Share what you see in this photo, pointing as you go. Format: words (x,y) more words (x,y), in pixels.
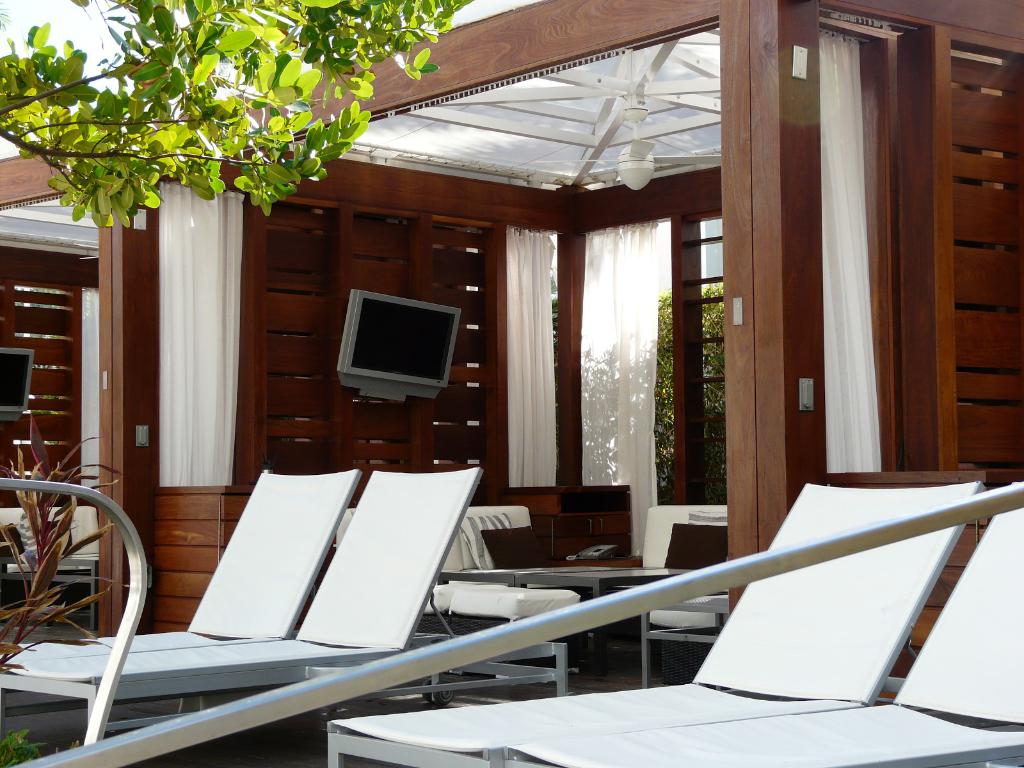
These are the rooms (304,353). I can see a television (390,357) attached to the wooden board (327,349). These are the curtains (510,322) hanging to the hangers (840,35). I can see the chairs (538,667). This looks like a couch (687,516). I think this is the table (569,570). I can see the trees (343,132) and a plant (54,575).
